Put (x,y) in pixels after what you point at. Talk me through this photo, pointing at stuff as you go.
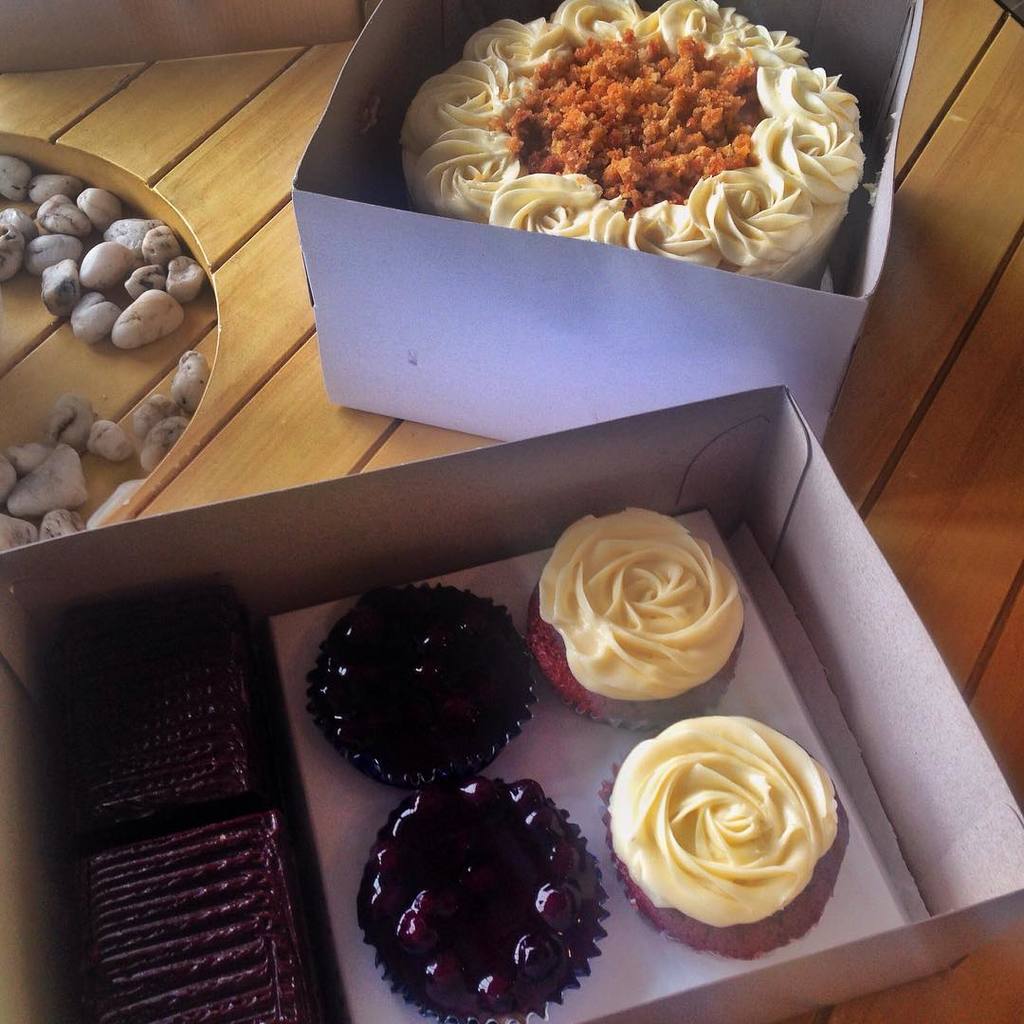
There is a table (1012,45) at the center of the image (353,431) on the table (284,228) there is a box (643,260) with cake (616,3) in it. There is a another box (13,791) with some food item (824,801) in it.
